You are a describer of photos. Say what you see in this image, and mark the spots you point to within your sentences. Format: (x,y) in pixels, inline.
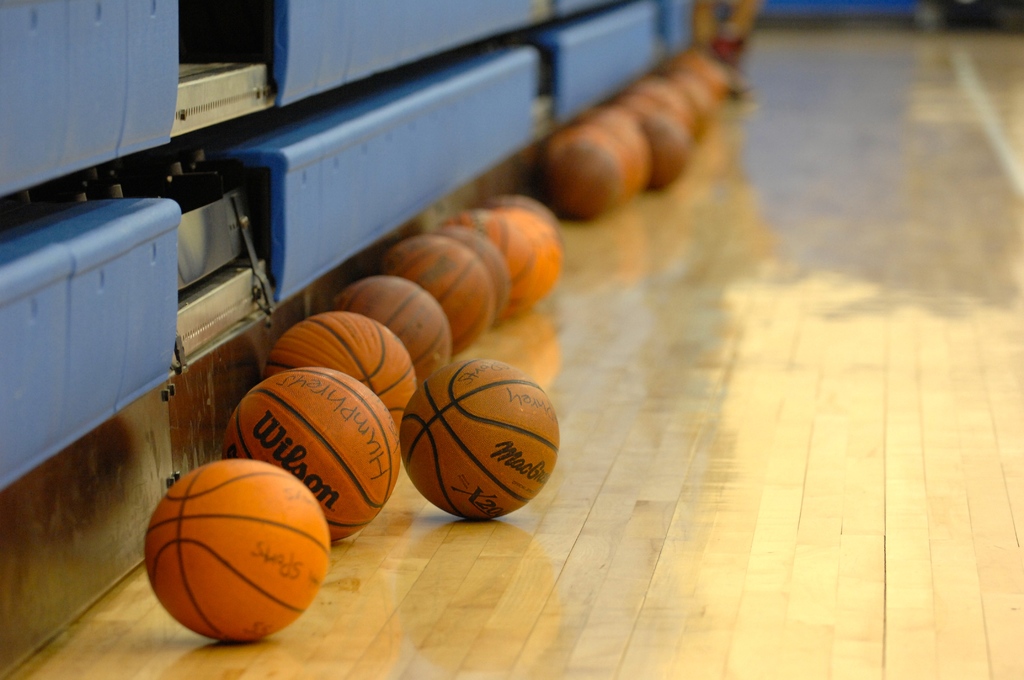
In this picture we can see balls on the floor (342,647). On the left side of the picture (232,256) we can see objects (122,63).
